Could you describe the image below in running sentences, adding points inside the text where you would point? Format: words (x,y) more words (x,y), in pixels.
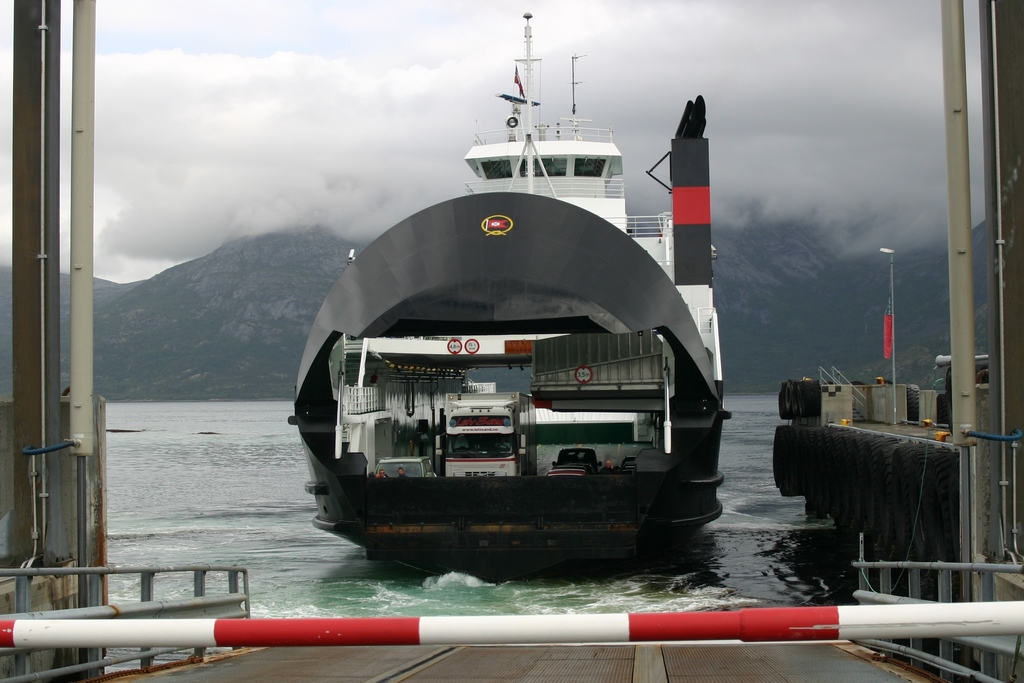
In the center of the image (493,291) we can see a ship (529,243). In the background of the image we can see boat bridge (632,660), poles (966,297), flag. In the middle of the image (348,238) we can see the hills (229,352). At the top of the image (364,52) we can see clouds (402,169) are present in the sky (432,158).
